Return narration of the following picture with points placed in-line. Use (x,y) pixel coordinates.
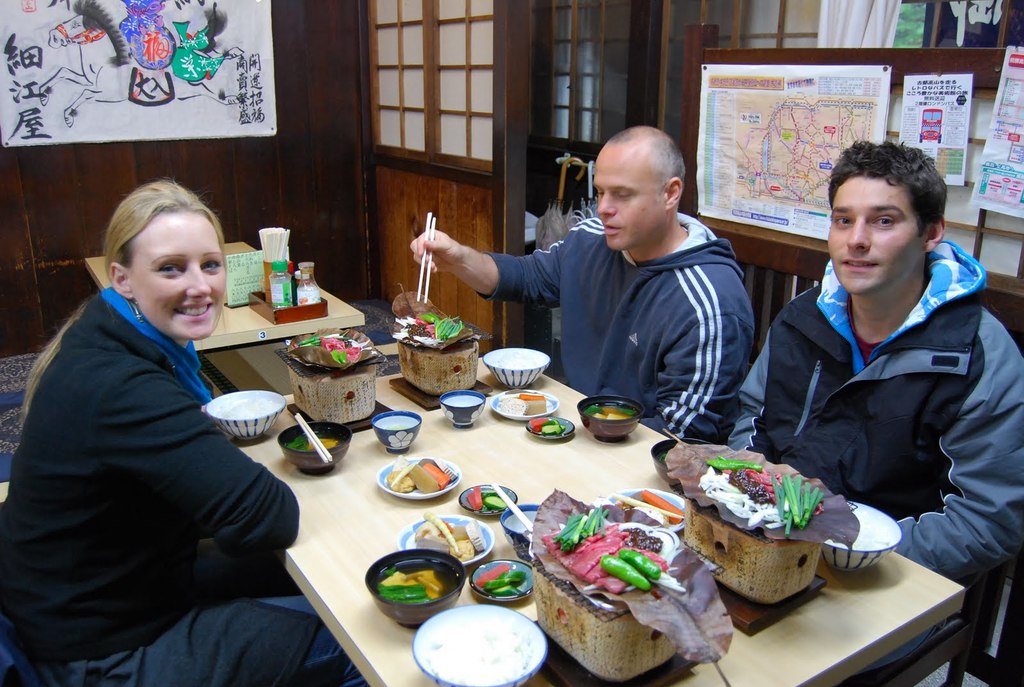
In this picture I can see there are three people (315,663) sitting at the table (504,550), there are few bowls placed on the table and the person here is holding the chop sticks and there are photo frames (117,0) and posters (215,130) attached to the wall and there is a door (438,58) in the backdrop (393,154).
